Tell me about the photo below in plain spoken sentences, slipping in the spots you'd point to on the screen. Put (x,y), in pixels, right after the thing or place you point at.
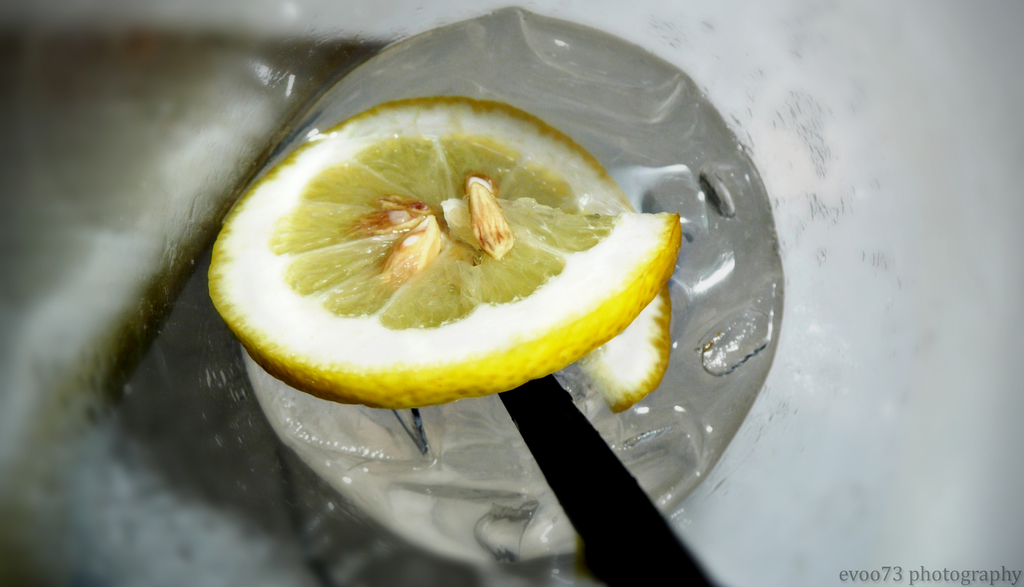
In this picture we can see a piece of lemon (419,347) and seeds (433,244) here, at the right bottom (976,572) there is some text (929,572).
